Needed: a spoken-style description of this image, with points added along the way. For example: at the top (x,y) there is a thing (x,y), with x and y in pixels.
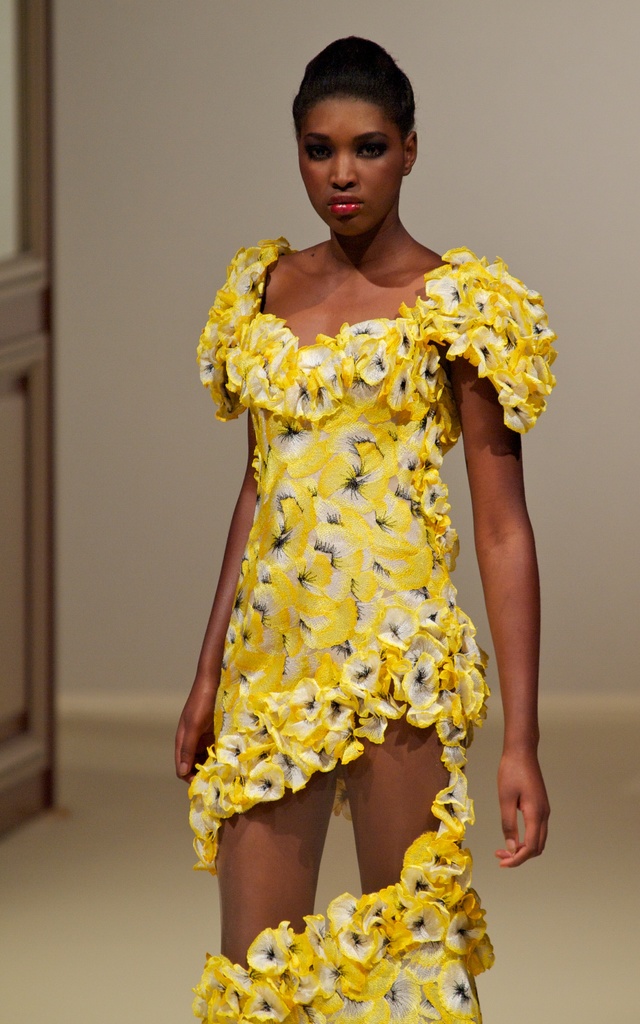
There is a woman (246,573) standing and wore yellow dress (283,498). In the background (595,252) we can see wall (174,90) and object (34,116).
